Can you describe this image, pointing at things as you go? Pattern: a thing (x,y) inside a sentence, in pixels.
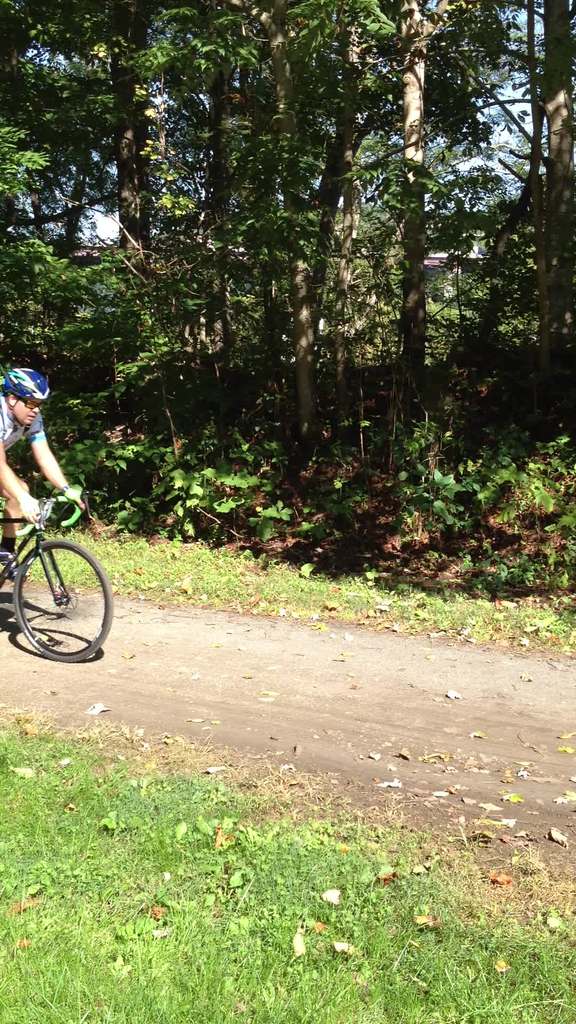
In this image there is a person (31,515) who is riding a cycle (31,527). There is grass (140,561). There is sand (551,720). There are trees (422,142). There is a sky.
